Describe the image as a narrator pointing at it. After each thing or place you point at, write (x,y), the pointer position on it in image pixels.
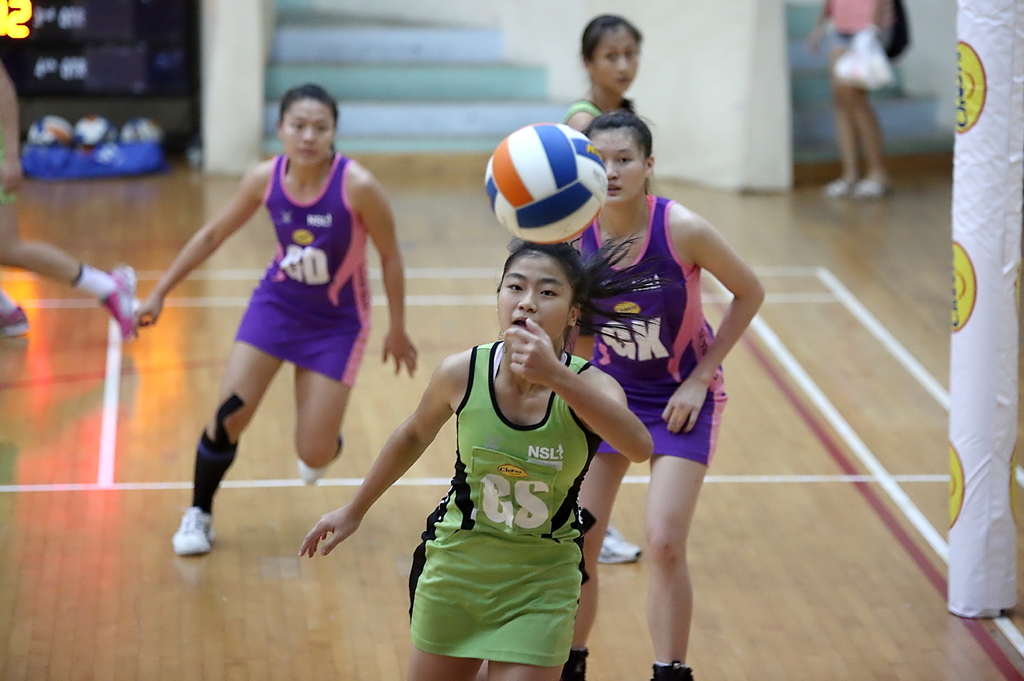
In this image we can see the women (527,585) playing. We can also see the ball (577,193), score board (44,35) and also the floor (794,577). We can also see the balls (93,132) in the background (106,130). We can see a woman (838,35) holding the cover (859,61) and standing. On the right (953,241) we can see a pole (997,400) which is covered with the cloth (992,248).
